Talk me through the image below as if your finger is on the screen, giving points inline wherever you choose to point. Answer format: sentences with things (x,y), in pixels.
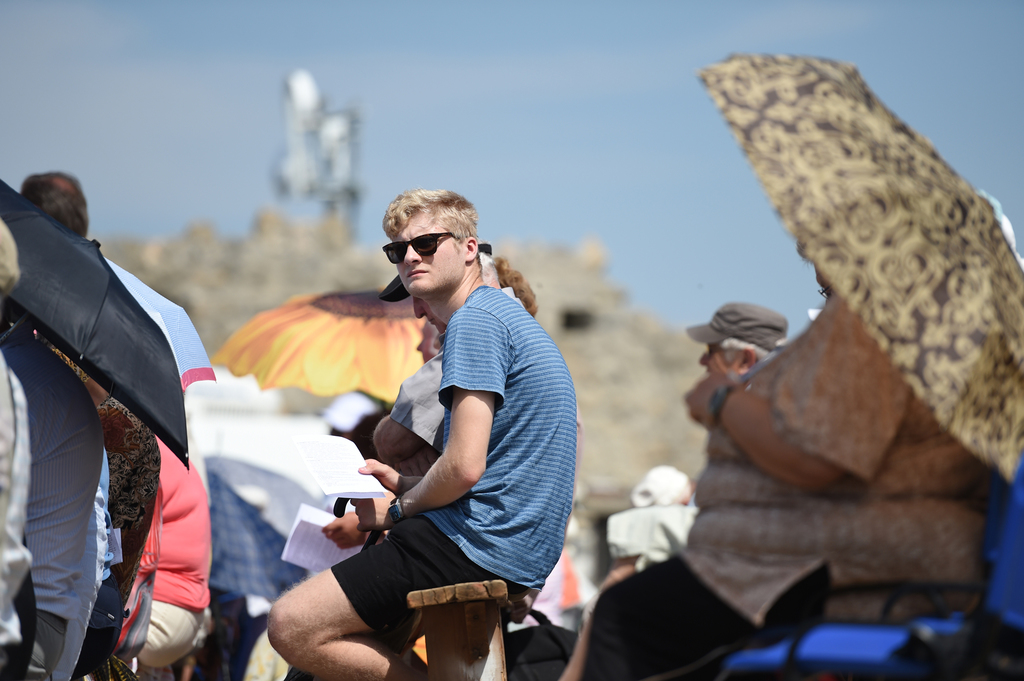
In the center of the image (527,436) we can see people (490,480) sitting and some of them are holding umbrellas (276,348). The man (375,548) sitting in the center (460,454) is holding papers (341,469). In the background (599,167) there is sky (489,147).
